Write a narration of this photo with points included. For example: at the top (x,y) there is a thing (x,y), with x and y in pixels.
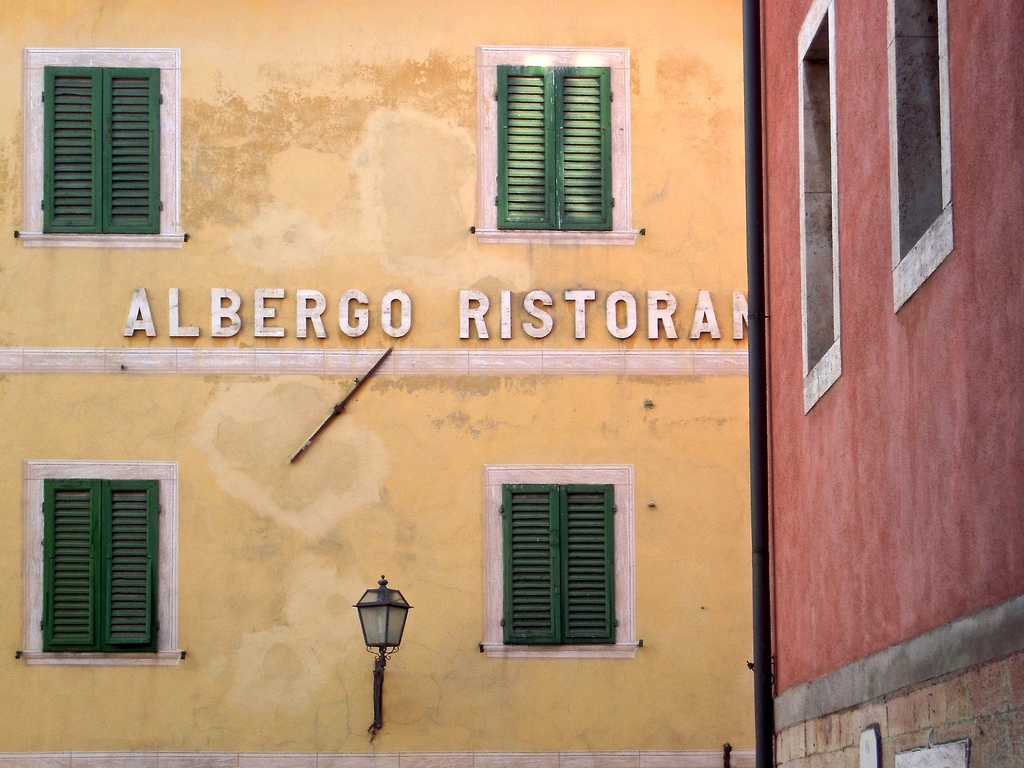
In this picture there are buildings (318,74). At the back (258,452) there is a yellow color painting (413,22) on the wall (688,163) and there are windows (67,494) and there is a light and pipe (750,462) and text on the wall (510,719). On the right side of the image (987,391) there is a red painting (905,520) on the wall (1023,428).
